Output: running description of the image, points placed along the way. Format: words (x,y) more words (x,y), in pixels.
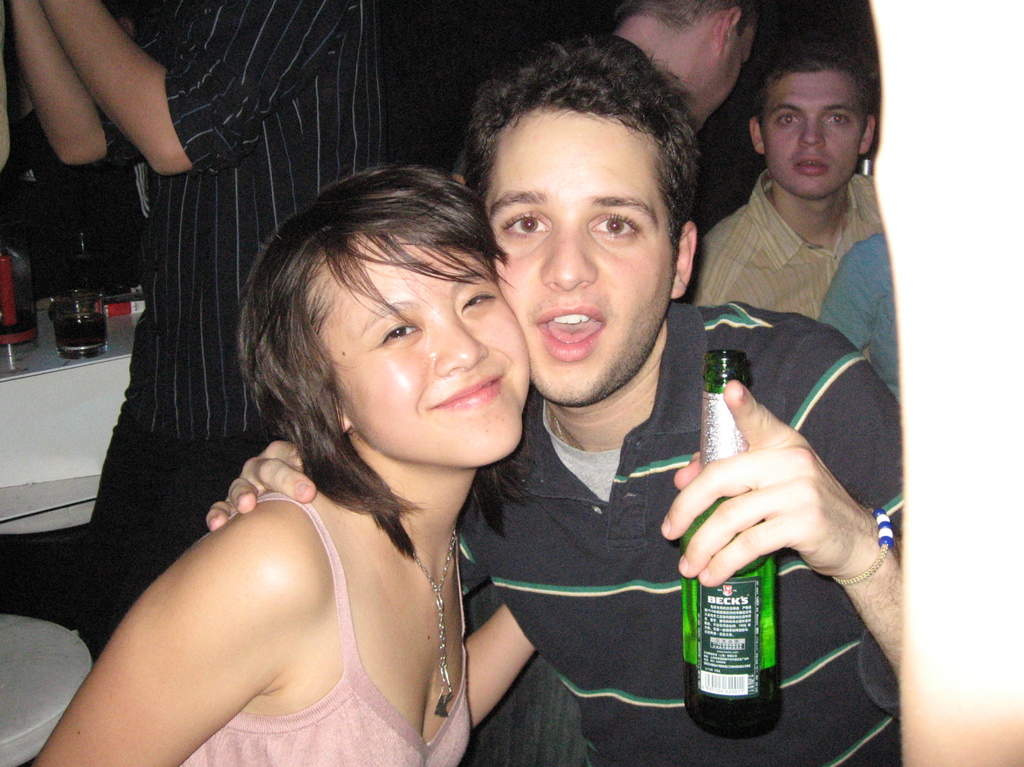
In the center (430,435) we can see two persons (483,395) the lady (395,490) she is laughing which we can see on her face (370,353). And man (643,469) is holding beer bottle (724,588). Coming to the background (804,108) we can see some more persons (804,129) were sitting. Here we can see some table (29,360) on table (106,364) we can see some objects (75,297).
